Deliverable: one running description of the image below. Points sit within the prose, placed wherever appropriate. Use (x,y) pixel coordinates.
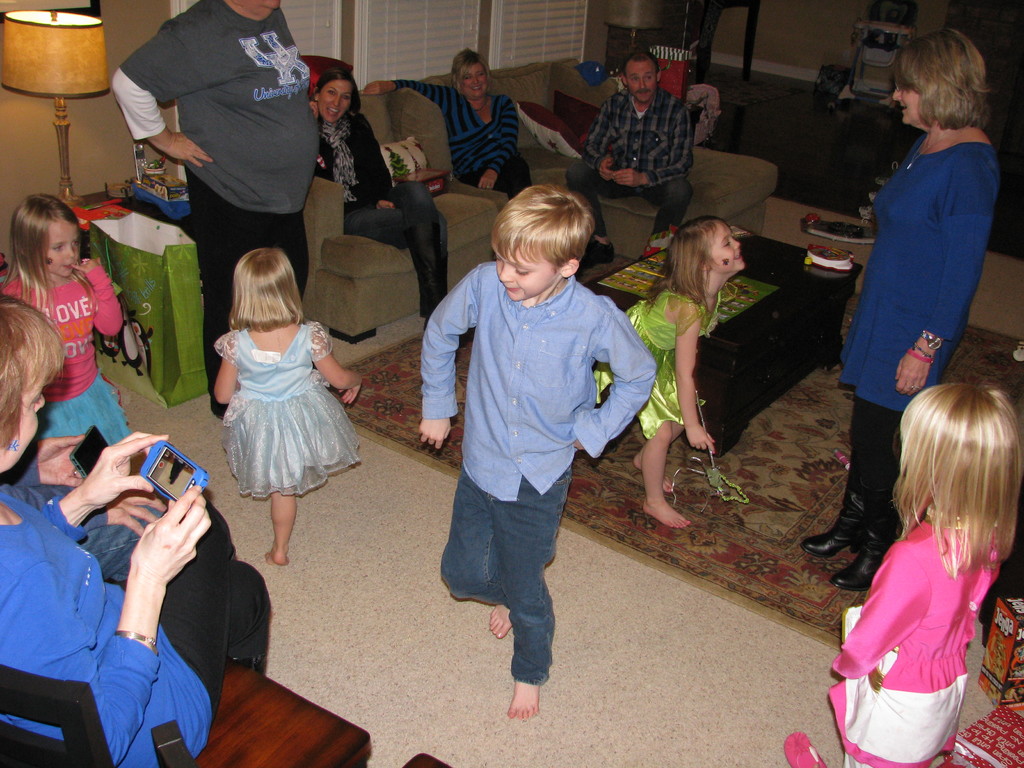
Here, we can see some kids (306,405) dancing, there are some people (504,139) sitting on the sofas (440,148) and some persons (885,202) standing, there is a lamp (65,169) and there is a black color table (712,333).
